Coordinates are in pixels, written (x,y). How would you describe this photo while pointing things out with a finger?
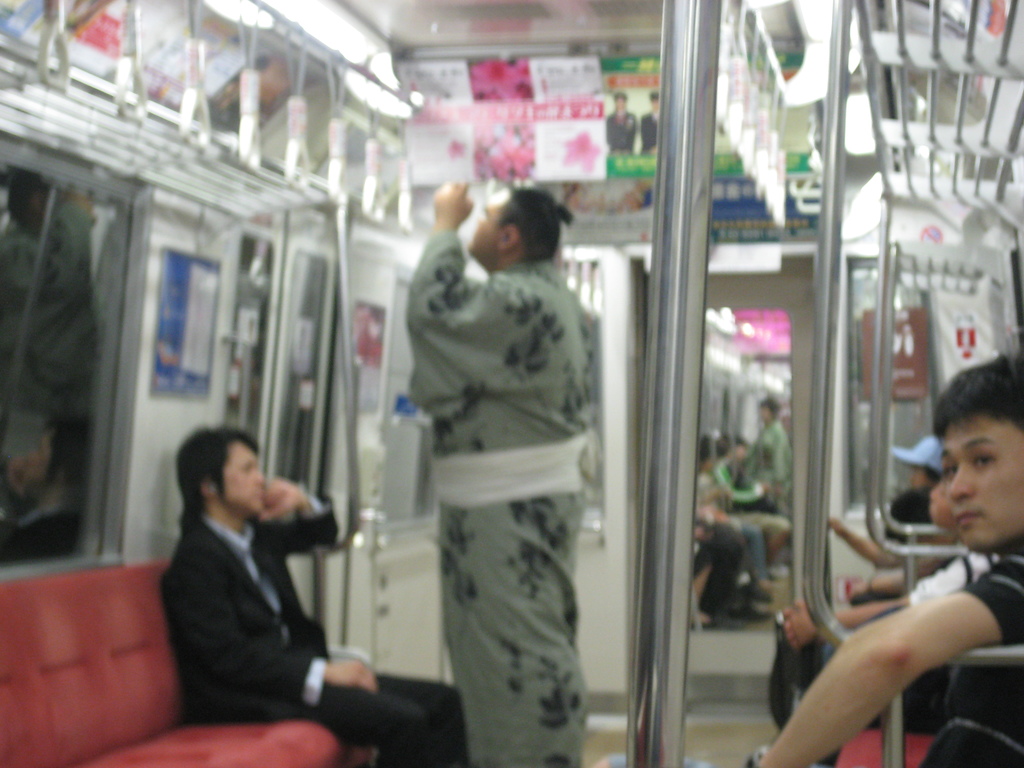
In the picture I can see a few people (1011,725) sitting in the train (901,230). There is a man (486,485) standing and he is in the middle of the image (499,392). There is a man (261,687) on the left side (261,687) is wearing a suit (246,643). I can see the stainless steel poles (827,302) and there is a lighting arrangement (300,18) at the top of the image (309,9).
